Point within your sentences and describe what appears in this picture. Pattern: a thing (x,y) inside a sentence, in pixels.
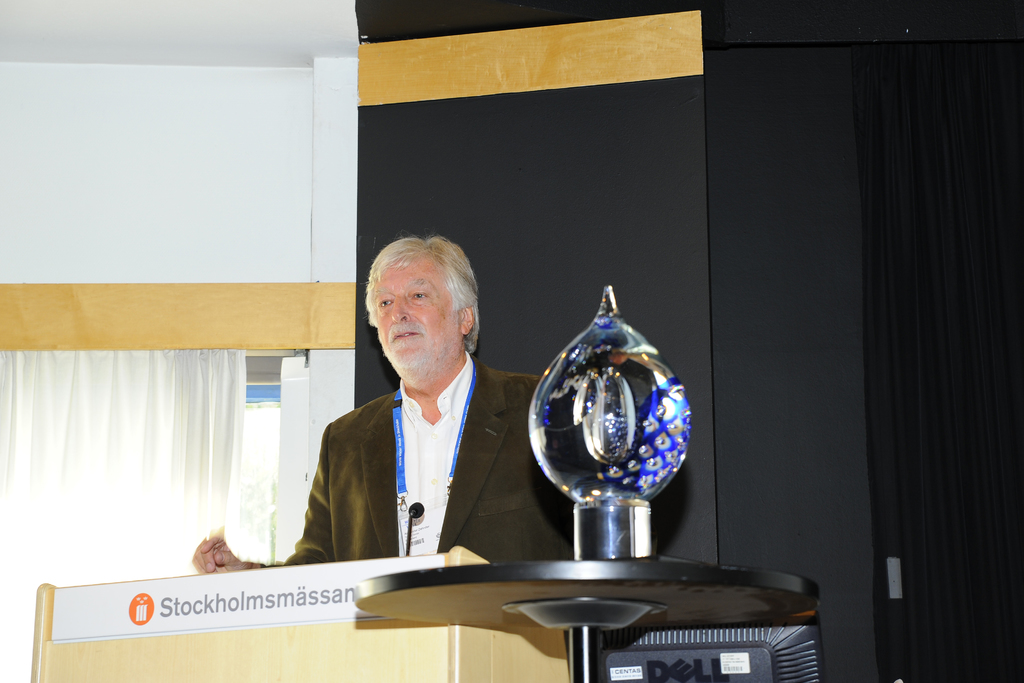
There is a man (402,415) standing, in front of this man (404,476) we can see microphone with podium (435,637) and we can see object (604,556) on the table (597,598). Background (377,138) we can see curtain (215,406) and wall (226,136).
